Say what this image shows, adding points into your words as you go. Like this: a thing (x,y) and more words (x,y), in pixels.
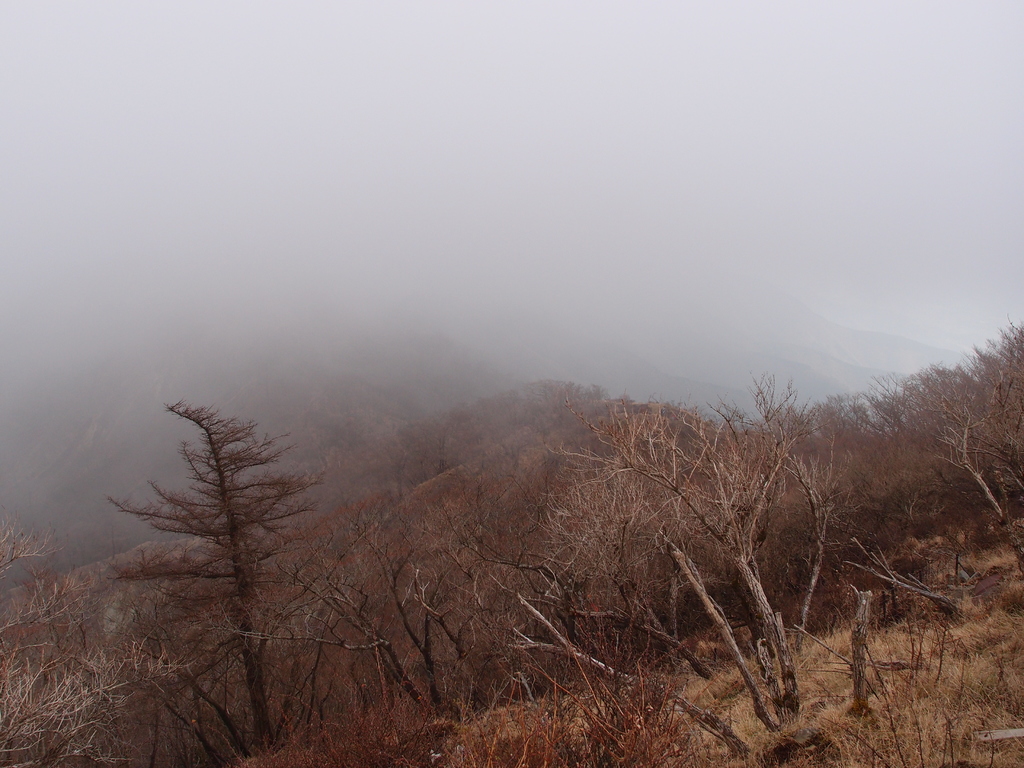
In this image we can see few hills (647,414). There are many trees (630,523) in the image. We can see the fog (462,264) in the image.
